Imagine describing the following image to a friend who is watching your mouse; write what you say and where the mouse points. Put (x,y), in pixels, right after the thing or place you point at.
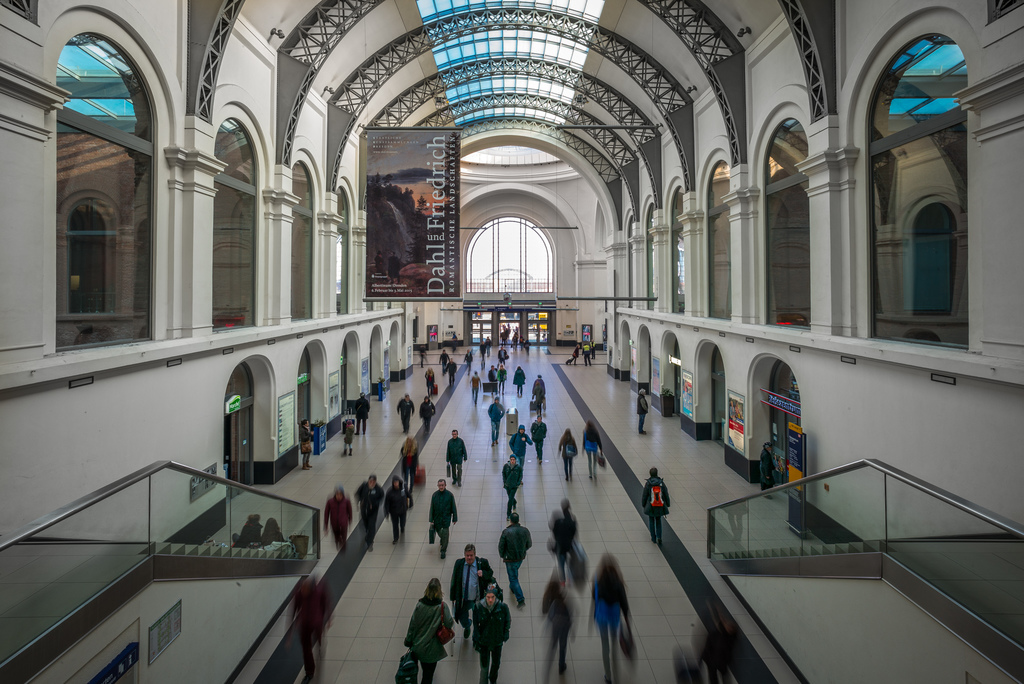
This is a picture clicked in a building (372,458). At the bottom of the picture (480,609) there are people (398,404) walking and there are staircases (959,539). In the center of the picture (412,281) there are glass windows (793,203) and banner (418,193). At the top (453,93) it is ceiling (559,68). In the center of the background (511,320) there are windows (510,258) and door (514,332).
